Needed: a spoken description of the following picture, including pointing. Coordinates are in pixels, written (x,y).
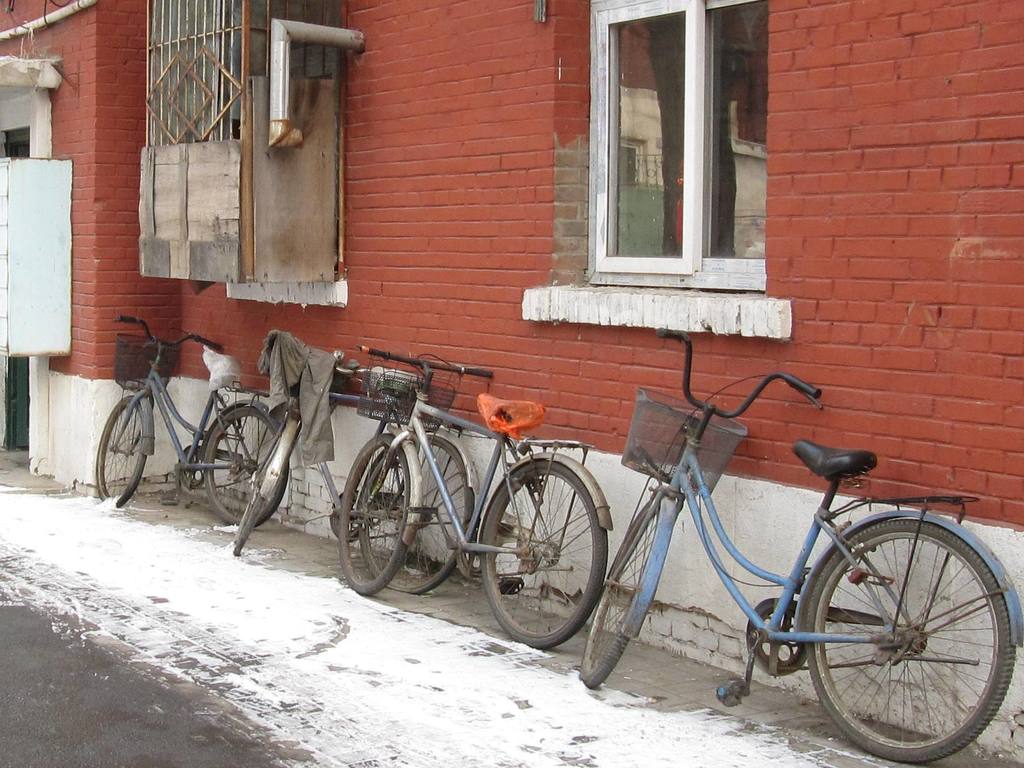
In this image we can see a building (399,339) with a window (699,243) and a door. We can also see some bicycles (179,481) parked aside.
